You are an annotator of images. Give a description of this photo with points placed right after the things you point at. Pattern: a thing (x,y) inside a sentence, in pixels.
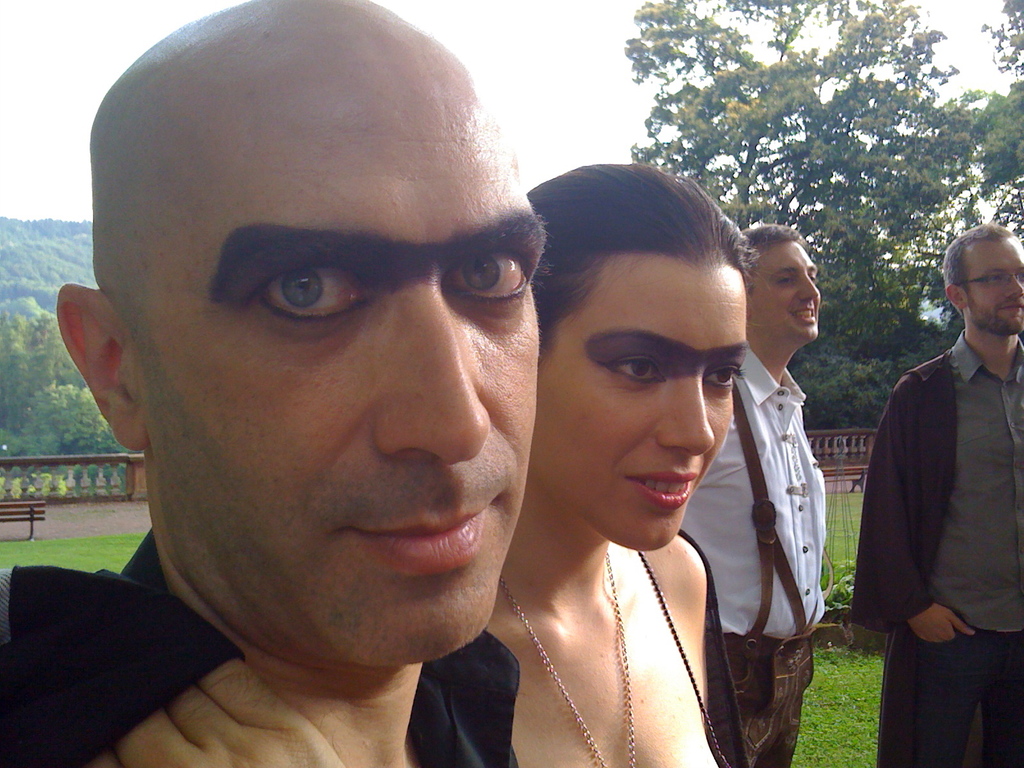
In this image I can see few persons (527,549) are standing. In the background (63,532) I can see the bench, the ground (86,513), some grass (93,550), the railing (51,496), few trees (17,330) which are green in color and the sky (651,100).
